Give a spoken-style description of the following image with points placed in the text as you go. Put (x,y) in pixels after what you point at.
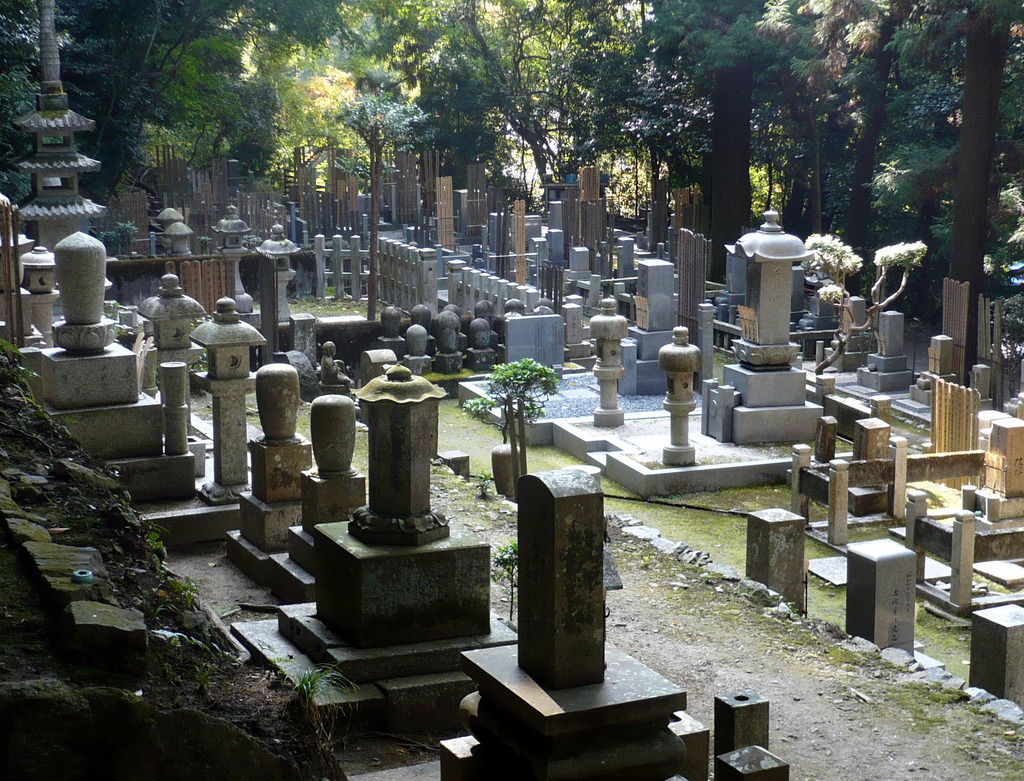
In the image it is a cemetery (532,219) and they are of different shapes and sizes, around the cemetery (62,132) there are many trees (742,53).
